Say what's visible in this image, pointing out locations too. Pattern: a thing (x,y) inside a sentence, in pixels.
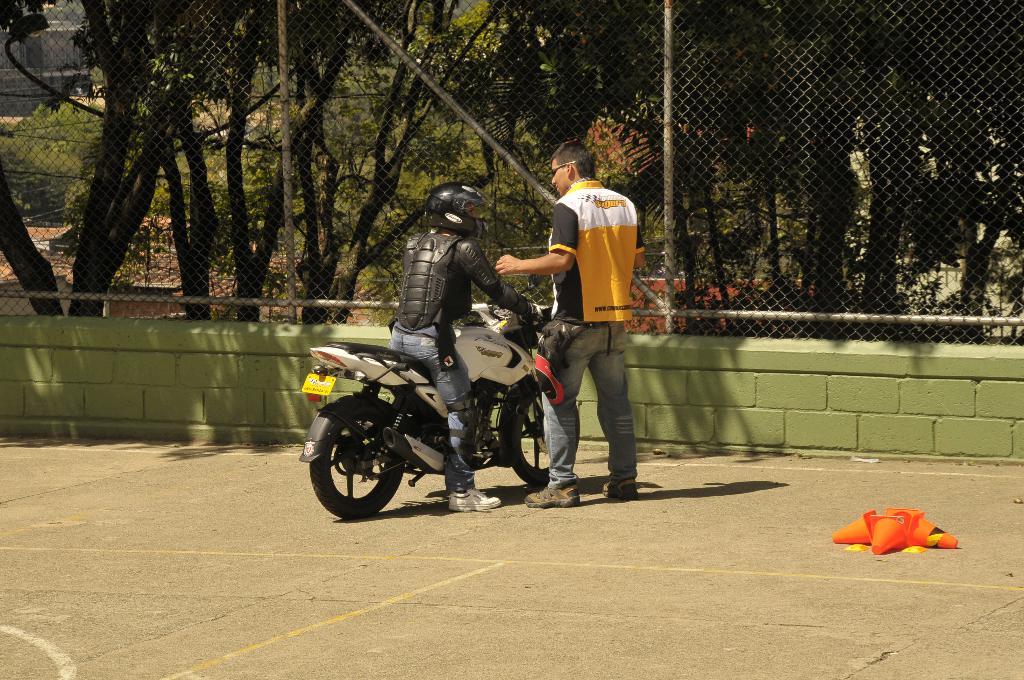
In this image I can see two people (481,277) where one is sitting on a bike (527,350) and another one is standing. I can also see he is wearing a helmet (469,204) and jacket (430,295). In the background (594,87) I can see fence (667,89) and number of trees (586,87). Here I can see few cones (846,529).
